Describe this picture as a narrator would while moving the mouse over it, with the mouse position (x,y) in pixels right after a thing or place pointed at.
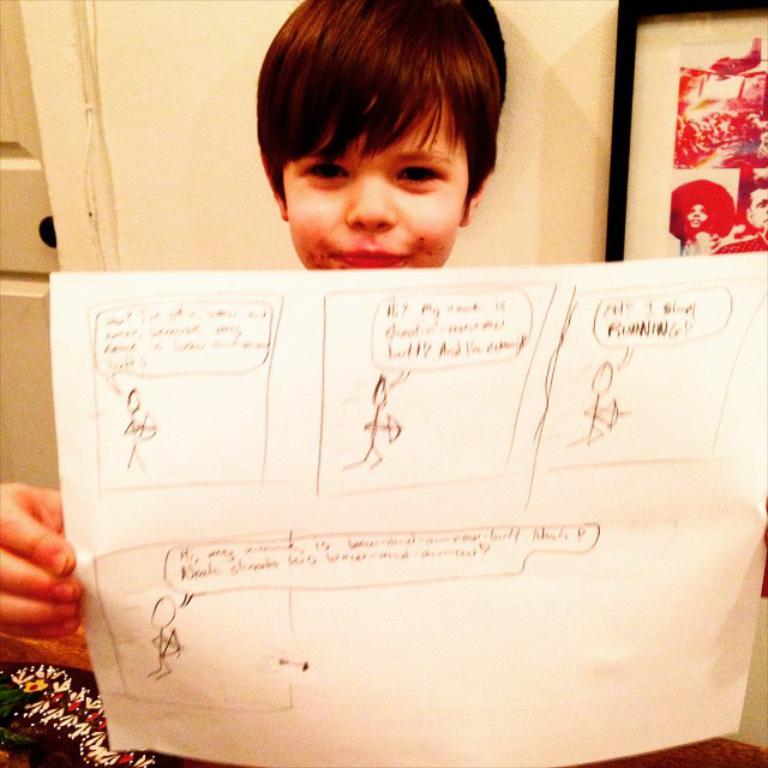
This is a zoomed in picture. In the center (293,292) there is a kid (353,247) holding a paper (429,498) and we can see the text (252,340) and the drawing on the paper (617,576). In the background (595,166) there is a wall (126,175) and a door (12,91) and we can see the picture frame (626,101) is hanging on the wall (578,125) and there are some pictures (717,143) attaches to the picture frame (667,155).
